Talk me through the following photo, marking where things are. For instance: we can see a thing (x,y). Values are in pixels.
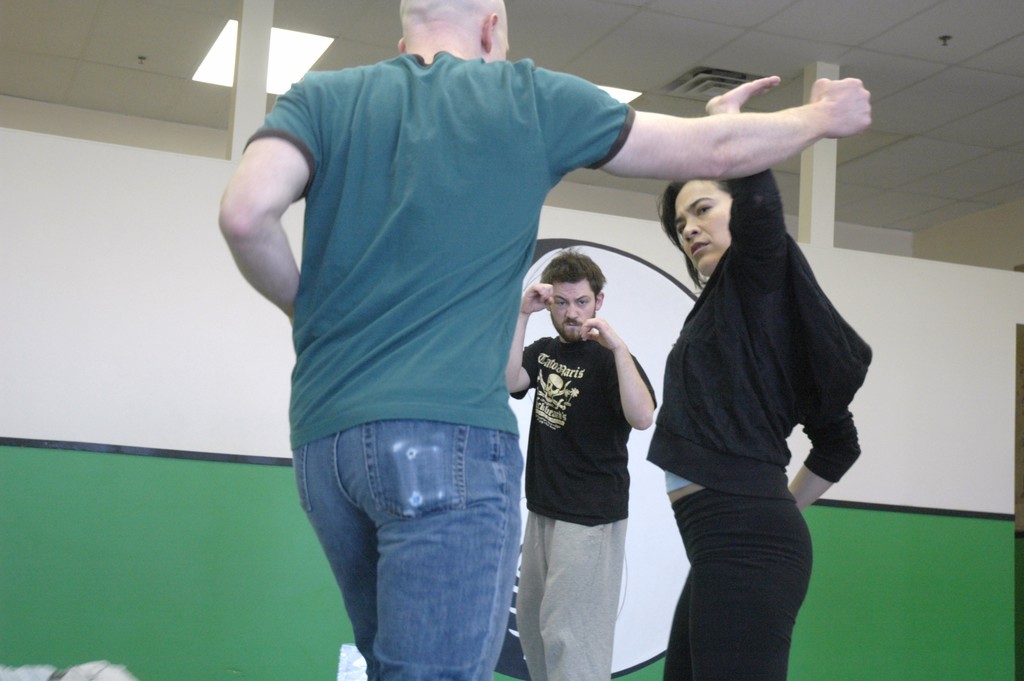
In this image three persons (554,449) are standing. Behind them there is a wall (983,495). Top of the image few lights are attached to the roof (688,44).
